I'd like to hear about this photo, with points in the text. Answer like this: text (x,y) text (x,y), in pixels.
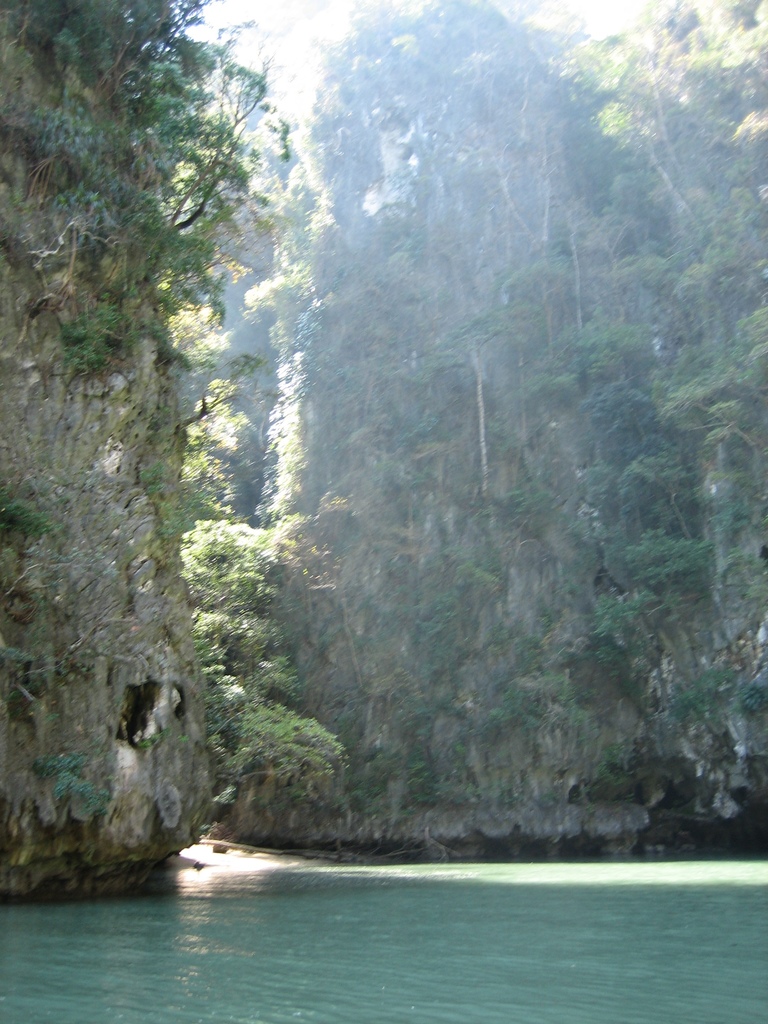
There is a water surface (339,927) at the bottom of this image (405,966), and it seems like there are some trees (186,483) on the mountain (347,642).
